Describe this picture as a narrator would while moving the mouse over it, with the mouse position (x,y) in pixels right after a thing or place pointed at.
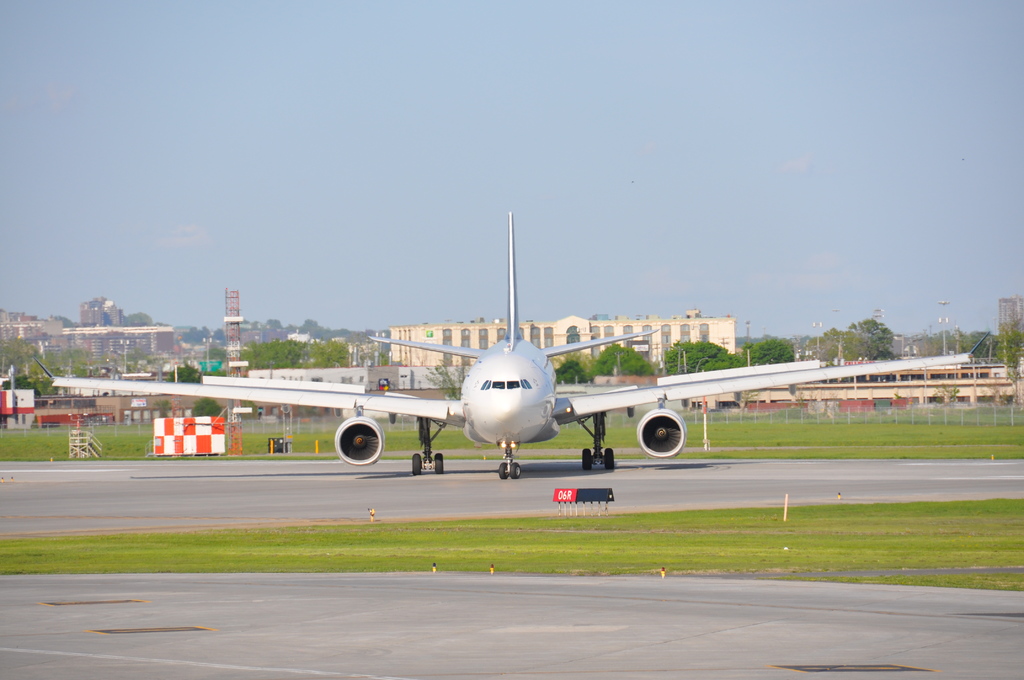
In this image we can see an aeroplane (554,436) on the road (559,473). Here we can see grass (767,564), fence (145,427), trees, buildings (292,339), poles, and few objects (571,502). In the background (410,253) there is sky (737,218).
